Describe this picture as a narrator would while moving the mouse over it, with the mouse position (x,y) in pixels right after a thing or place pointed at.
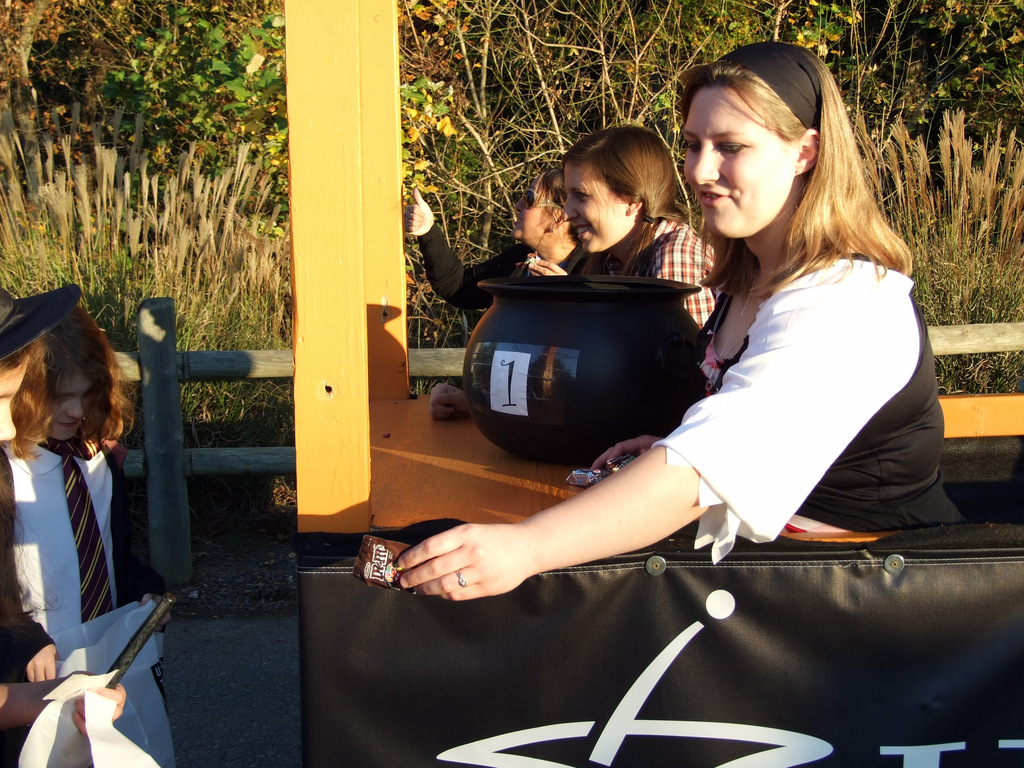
In this picture, it looks like a stall (485,494) and in the stall (520,489) there are three persons (663,235). There is a black object (542,456) and a woman (652,493) is holding some objects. At the bottom of the image (651,695), there is a banner (571,729). On the left side of the image (32,584), there are two kids (24,596) holding some objects (49,752). Behind the stall (504,472), there are trees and a wooden fence (168,398).
